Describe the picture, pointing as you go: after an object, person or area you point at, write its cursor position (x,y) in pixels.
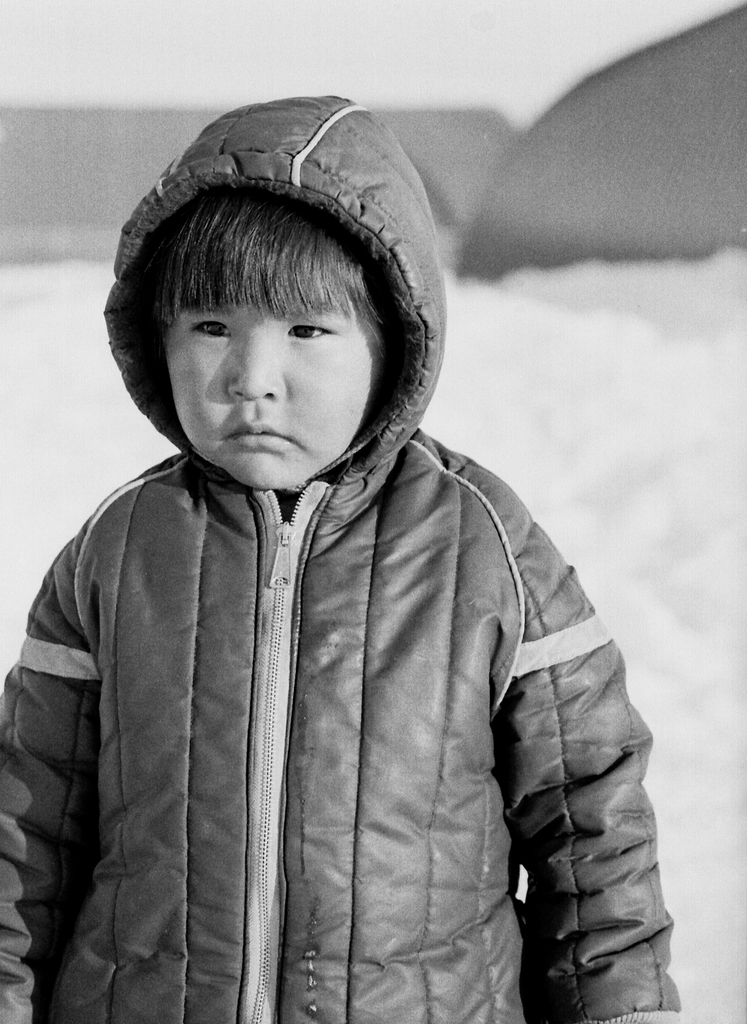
This picture seems to be clicked outside. In the foreground (213,628) we can see a kid (306,574) wearing a jacket (324,637) and seems to be standing. In the background (680,304) we can see the snow (655,398) and some other objects (504,241) and this picture seems to be the black and white image.
